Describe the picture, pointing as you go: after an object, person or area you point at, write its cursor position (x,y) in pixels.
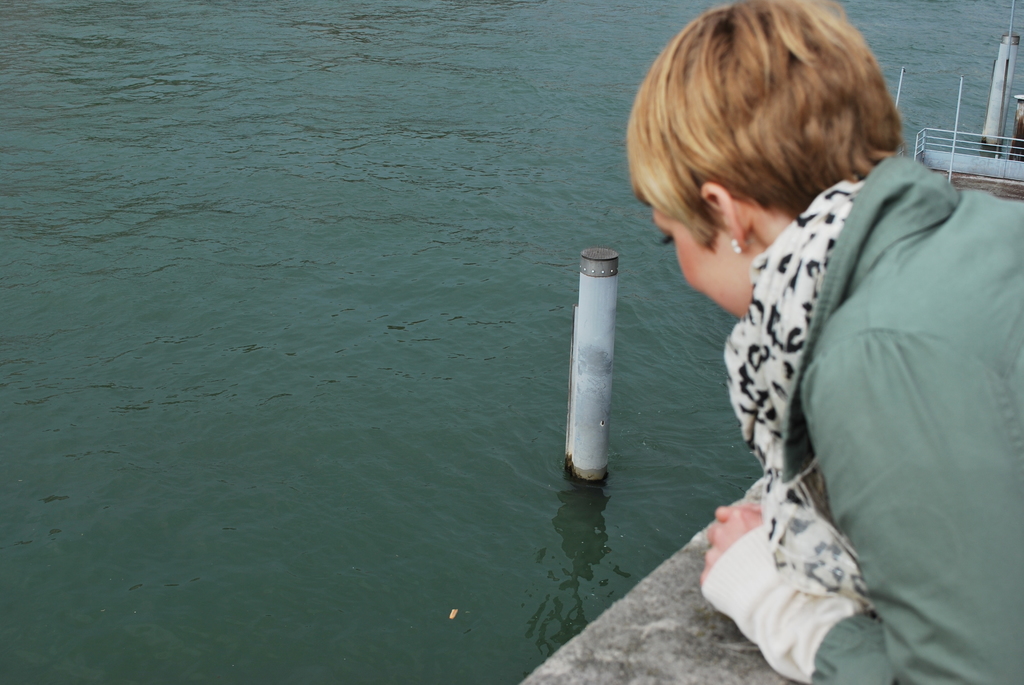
In this image on the right side (791,331) there is one woman (821,364) who is standing, and at the bottom (382,548) there is a river (599,223). And in the background (1019,134) there are some poles (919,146), and in the center (616,313) there is one iron rod (584,369).
